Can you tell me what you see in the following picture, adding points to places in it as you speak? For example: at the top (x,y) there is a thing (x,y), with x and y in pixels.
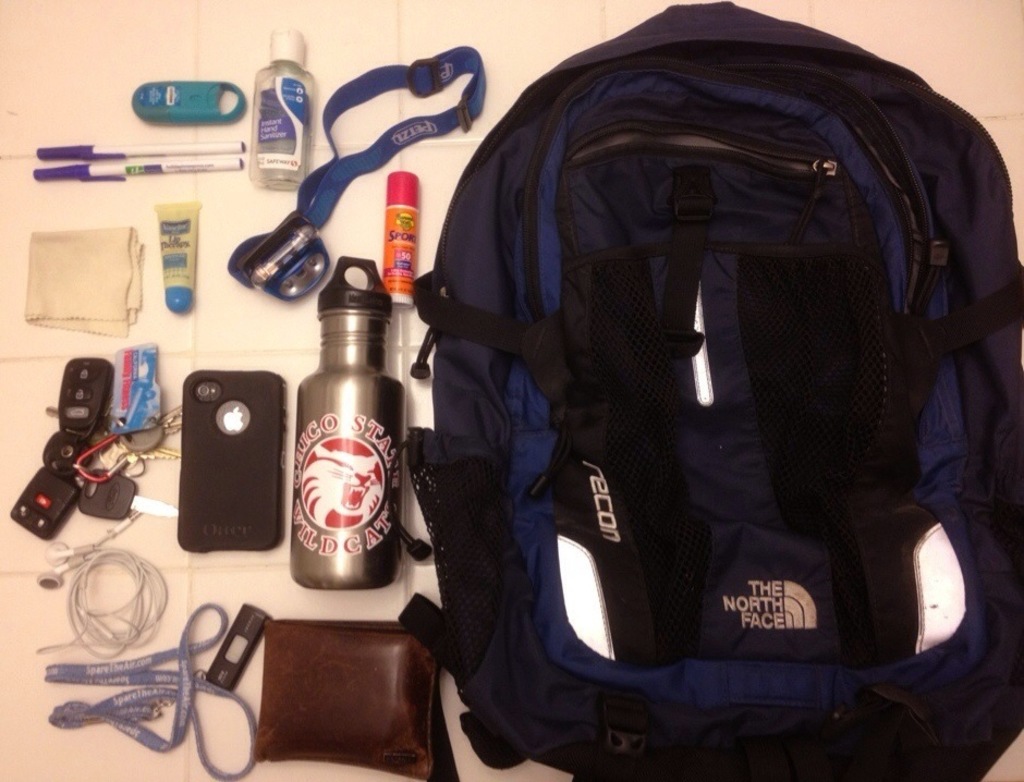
In this image i can see a bag (588,341), a bottle (377,429), mobile (255,431), key (91,425), pen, bottle (278,146) on a table (80,86).
